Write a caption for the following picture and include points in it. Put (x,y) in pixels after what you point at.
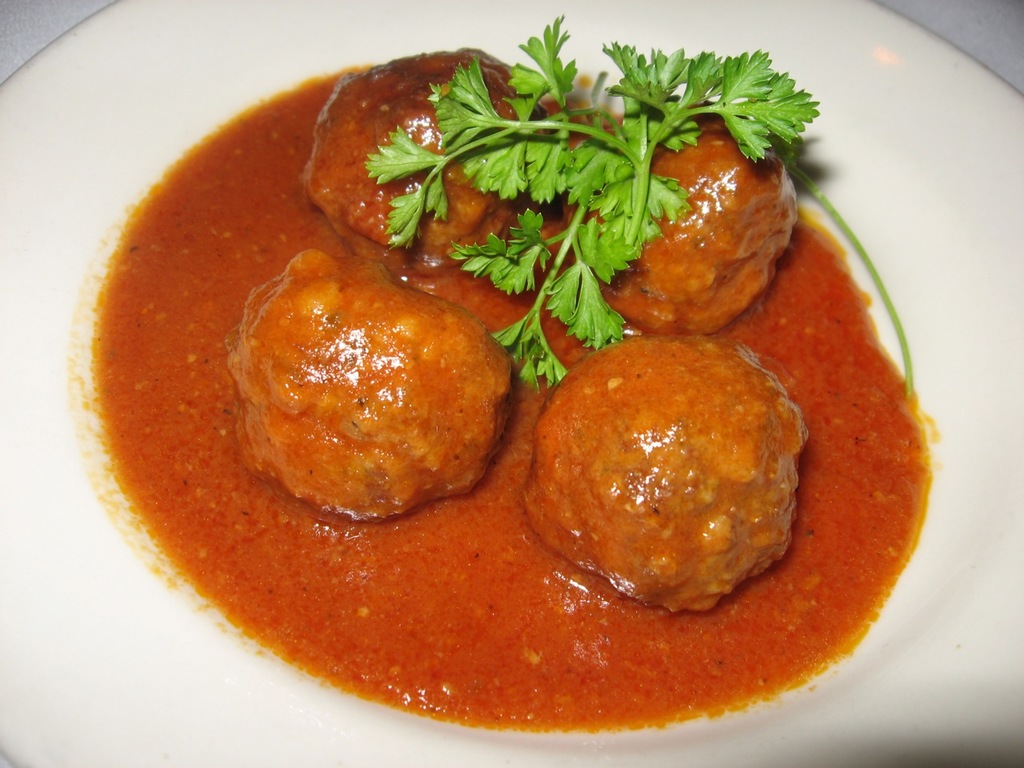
In this image I can see a plate (45,391) which consists of some food item (250,351) and leaves (560,139).
